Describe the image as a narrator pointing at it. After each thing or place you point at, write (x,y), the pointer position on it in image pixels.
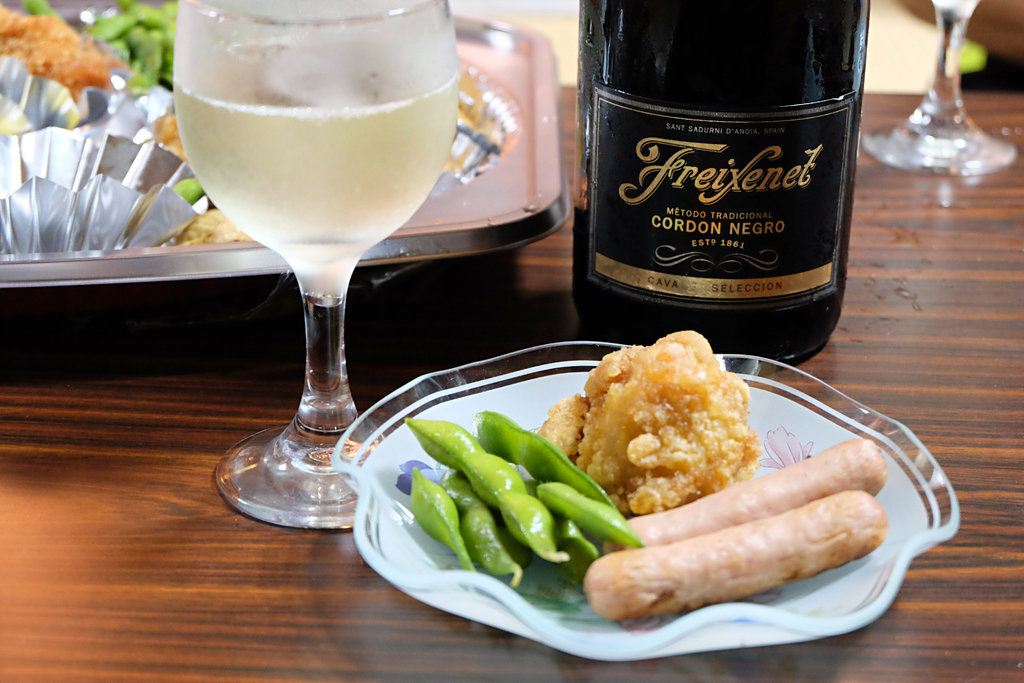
In this image we can see a table (163,433). On the table (215,443) there are a serving plate (570,357) which has food (696,516) on it, glass tumbler (326,79) with beverage (335,173) in it, beverage bottle (695,145) and a tray (514,165) containing food (134,76).
